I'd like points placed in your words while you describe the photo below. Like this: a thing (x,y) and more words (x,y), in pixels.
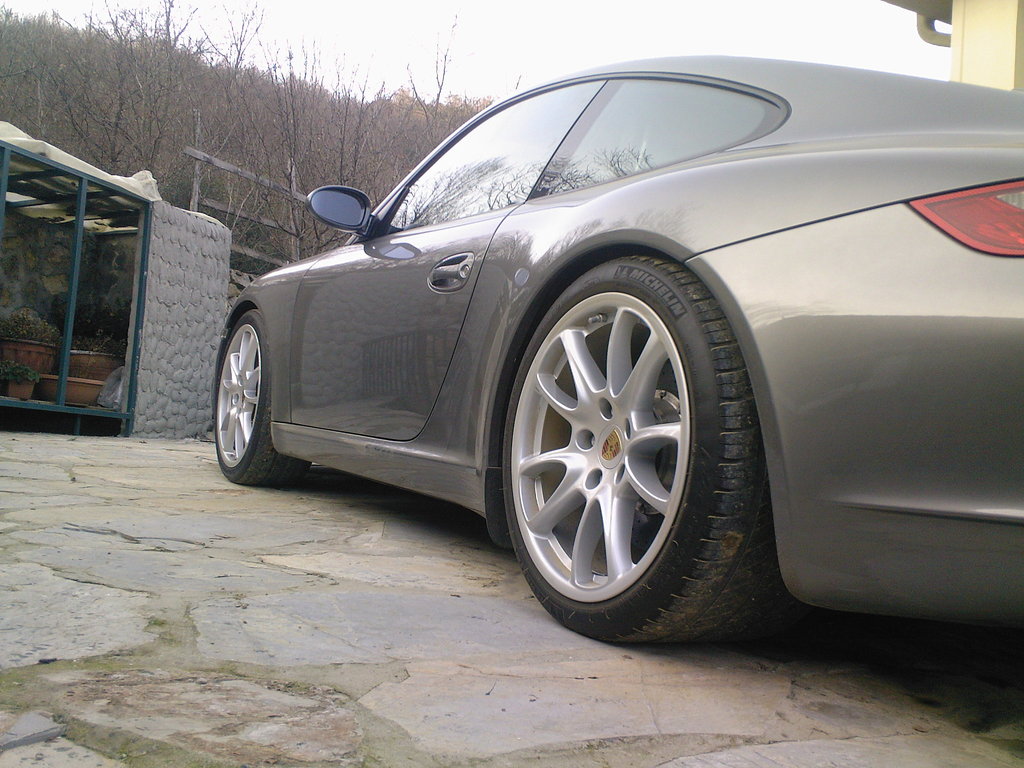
In this image we can see a motor vehicle (779,340) on the floor (264,550), house plants (80,377), shade (115,231), trees (198,180) and sky (607,27).
